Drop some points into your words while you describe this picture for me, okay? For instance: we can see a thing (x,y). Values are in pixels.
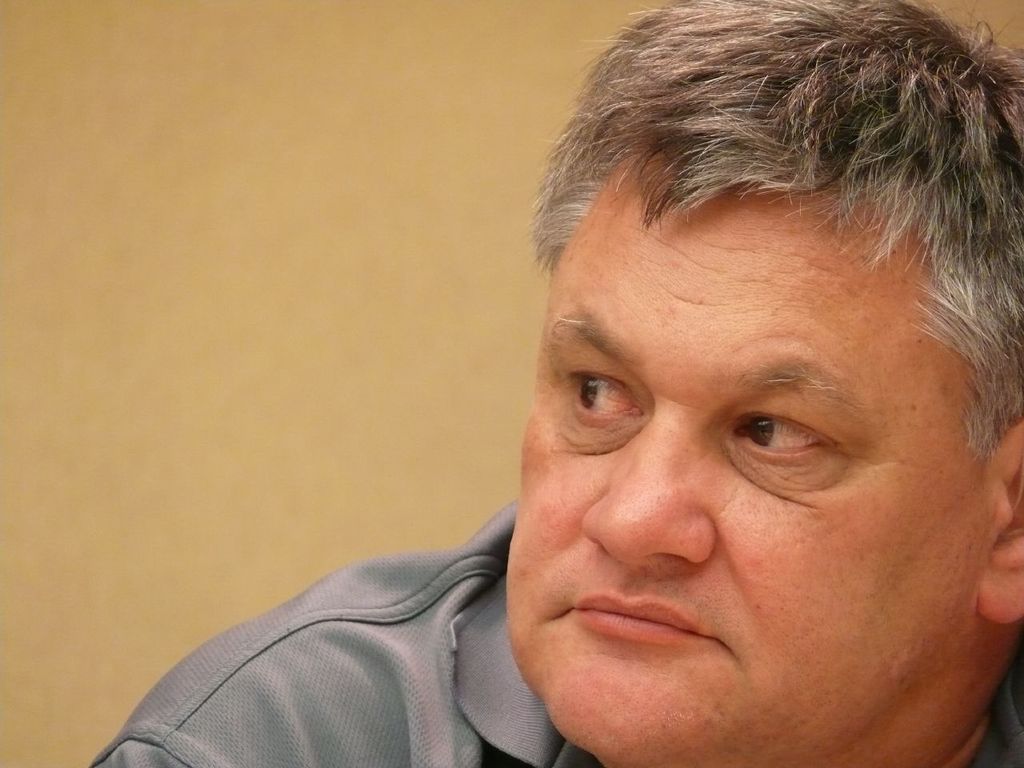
In this image we can see a person (648,667) wearing grey t shirt (466,679).
